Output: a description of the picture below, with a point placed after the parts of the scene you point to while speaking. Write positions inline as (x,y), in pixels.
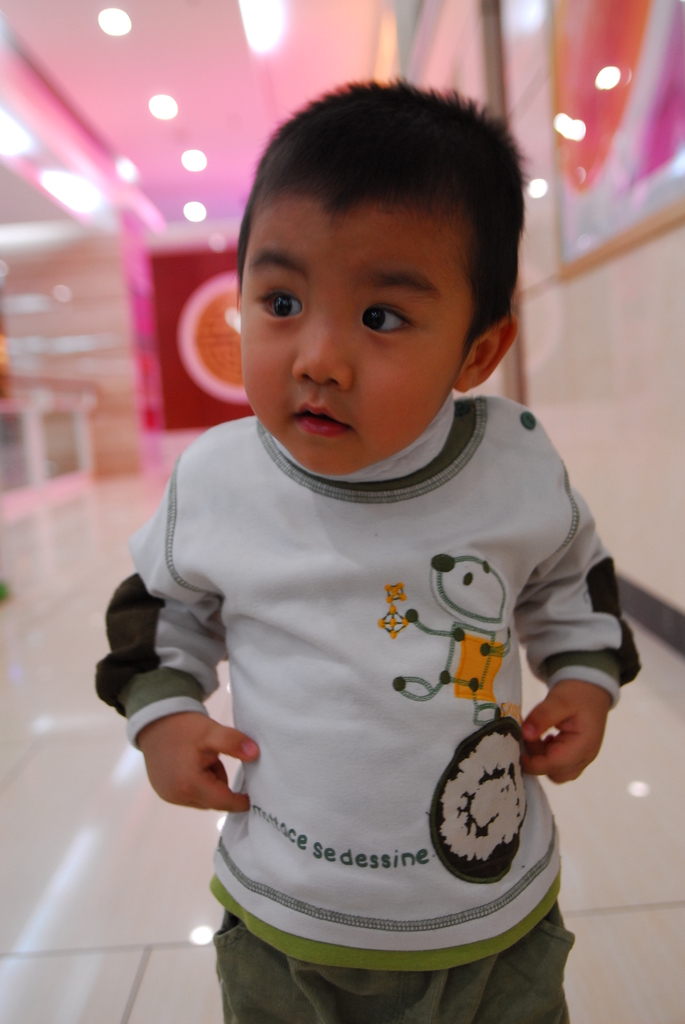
Here we can see a kid (324,539) and this is floor (105,891). In the background (153,58) we can see lights (188,211), ceiling (239,136), and wall (602,438).
